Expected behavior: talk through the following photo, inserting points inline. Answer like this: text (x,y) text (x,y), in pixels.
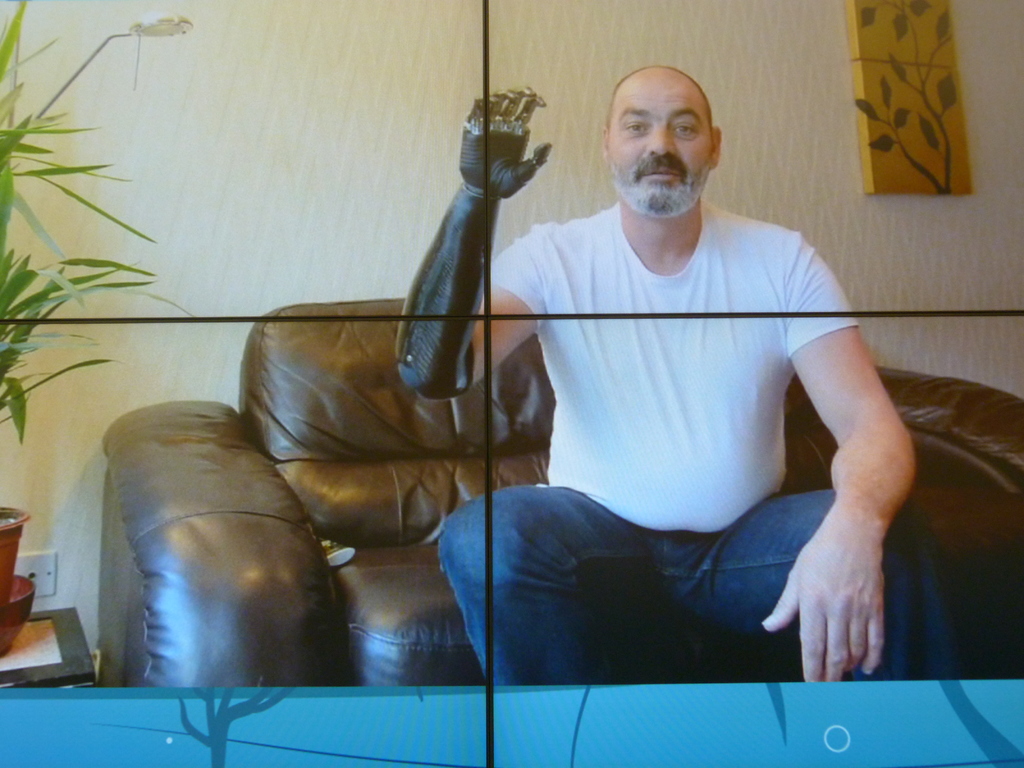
This person (660,321) sitting on the chair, behind this person (617,364) we can see wall (400,94). There is a house plant (3,122) on the table (50,647).
